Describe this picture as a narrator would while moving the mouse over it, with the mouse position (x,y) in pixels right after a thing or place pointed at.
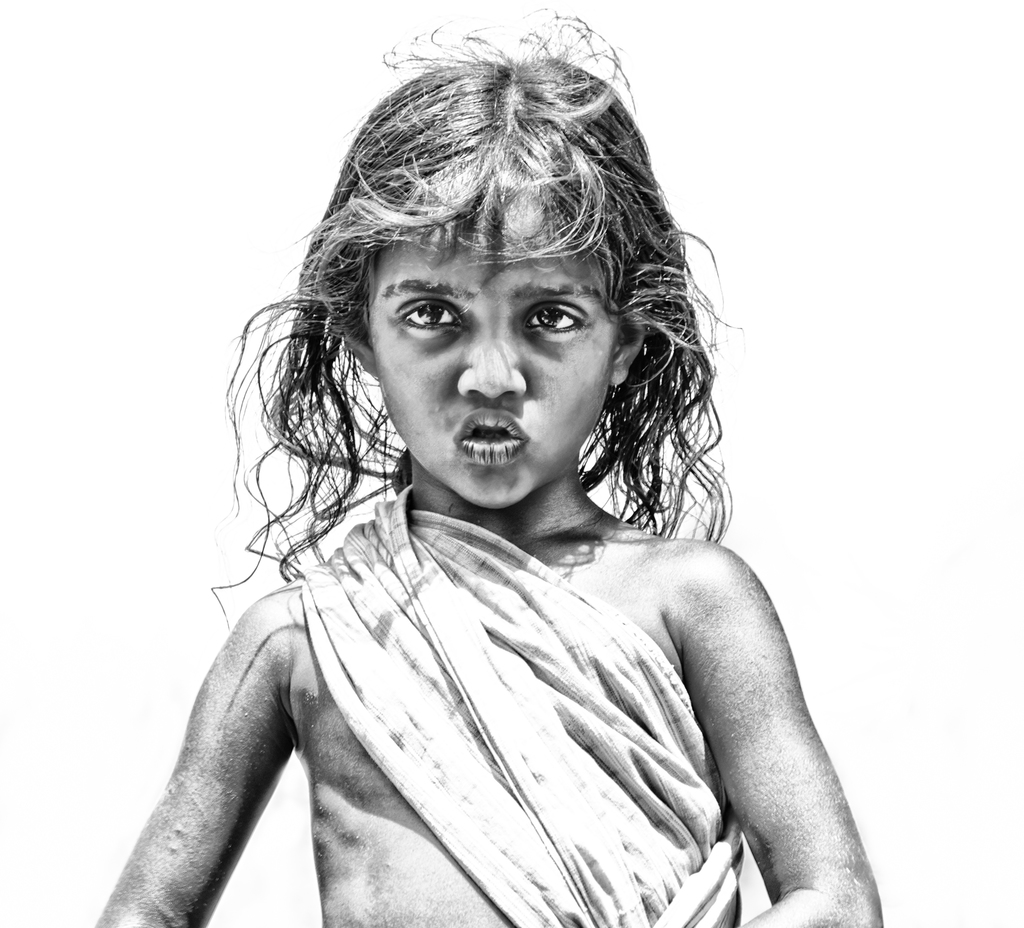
In the picture we can see a photo (918,695) of a girl child (722,564) with a scribbled hairs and a cloth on her.
